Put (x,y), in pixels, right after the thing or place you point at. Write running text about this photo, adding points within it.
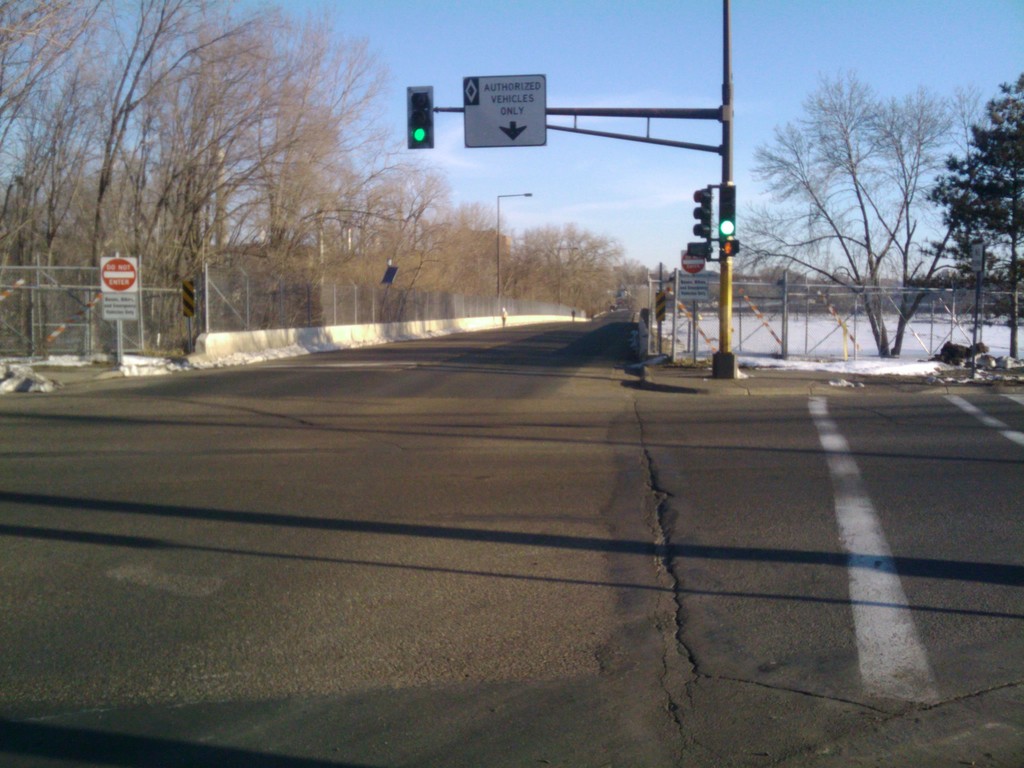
In the image there is a road (453,409) and on the right side (730,252) there is a traffic signal pole (727,315), on the left side (130,254) there are many dry trees (309,252) and in the background (737,97) there is a sky (805,119).
